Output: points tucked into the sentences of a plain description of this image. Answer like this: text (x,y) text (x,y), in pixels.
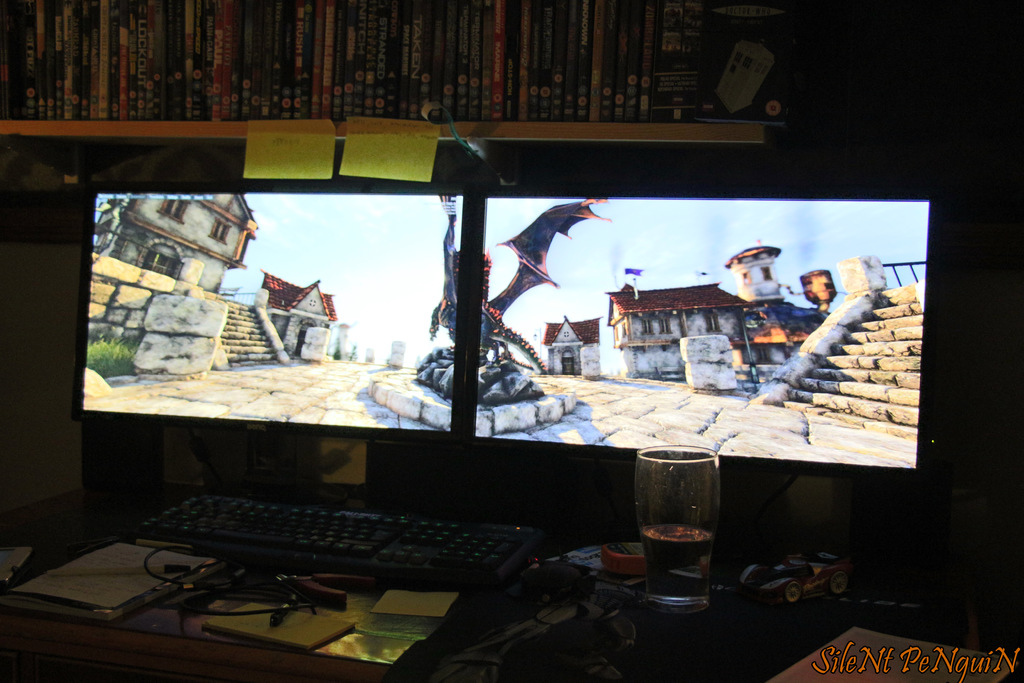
In this image, There is a table (147,516) on that table (799,620) there is a toy car (786,571) and there is a glass (701,564) and a keyboard (340,531) in black color, There are some books (110,597) and pens (154,542), There are two displays (157,288) in black color and in the background (726,77) there is a rack (531,57) in that some books (360,97) are placed and two yellow color slips (328,145) are pasted to that rack (495,132).
